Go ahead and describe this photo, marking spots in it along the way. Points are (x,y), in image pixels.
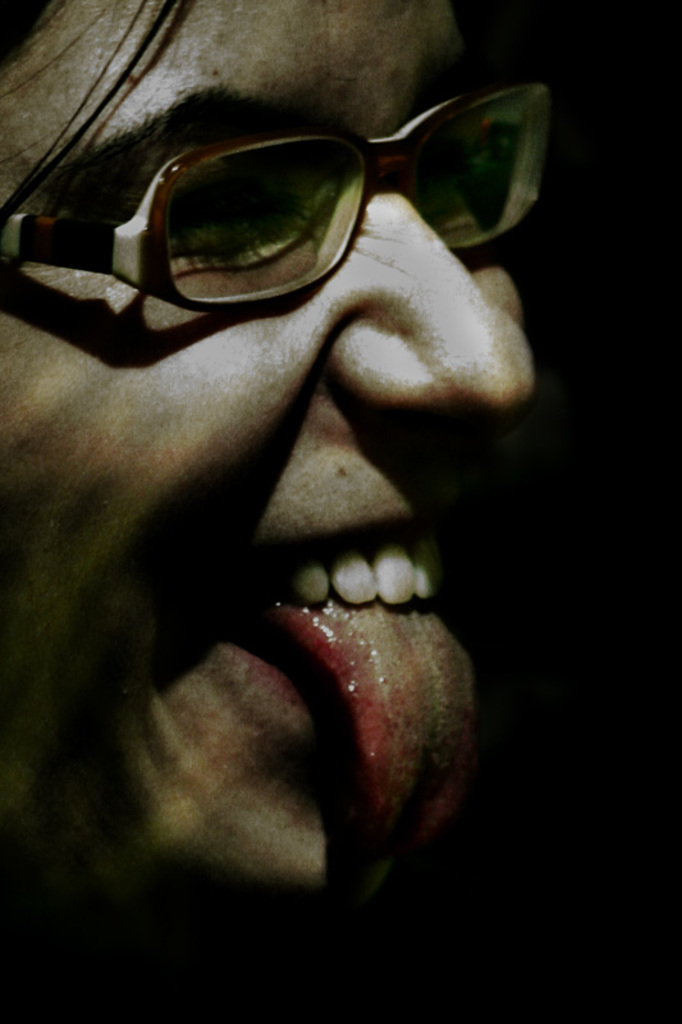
In this image we can see a person (237,502) smiling.
